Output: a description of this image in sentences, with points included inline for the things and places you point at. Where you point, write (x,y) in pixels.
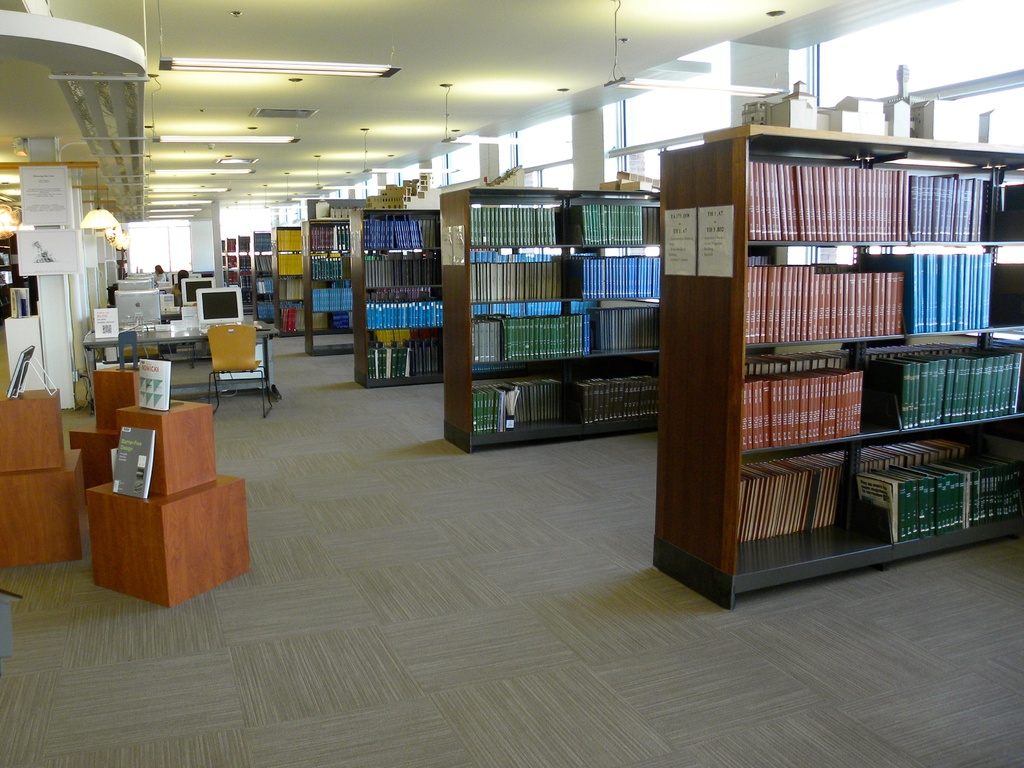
In this image there are books (827,433) on the racks (742,405). There are papers (713,269) attached to the racks (670,289). On top of the racks (365,298) there are depictions of buildings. On the left side of the image (194,448) there are wooden boxes (157,473). On top of it there are books (163,393) and a photo frame (50,389). There are tables (188,339), chairs (246,338). On top of the tables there are computers (209,309) and a few other objects (191,314). Beside the tables (90,343) there are pillars (62,310). There are lamps (106,218). On top of the image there are lights (211,140). At the bottom of the image (410,645) there is a floor (403,621).
